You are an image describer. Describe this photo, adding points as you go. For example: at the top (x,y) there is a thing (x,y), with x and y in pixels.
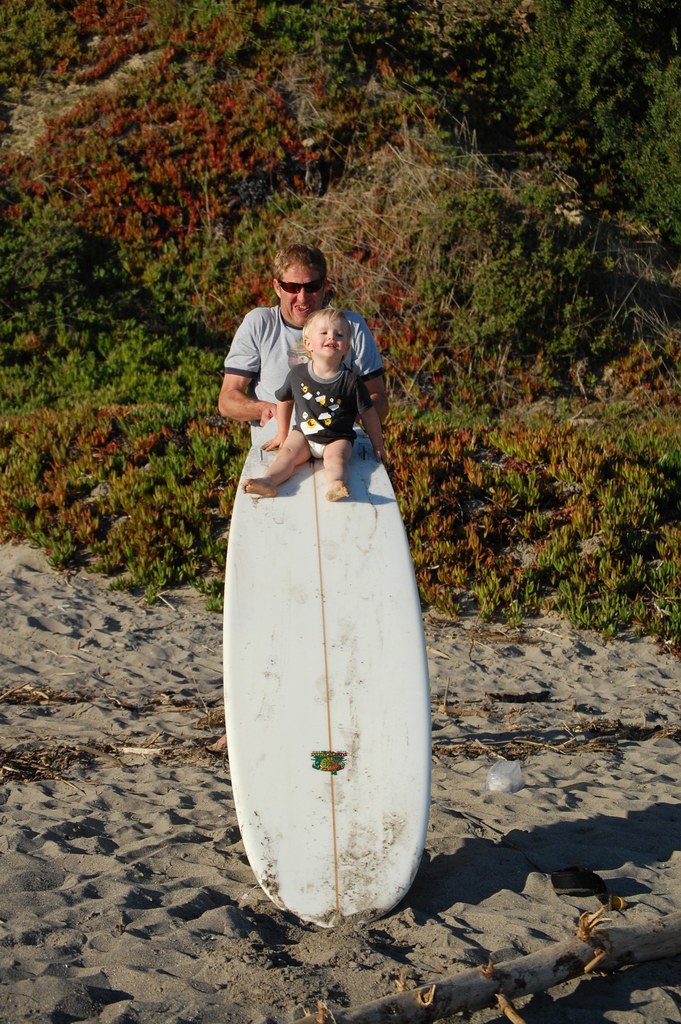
This picture is taken in the sand (580,749) where a man (276,354) is having smile on his face (298,297) and his playing with the boy (321,401) who is on the surfboard (336,620) which is white in colour. In the background (204,178) there are trees (596,85).
